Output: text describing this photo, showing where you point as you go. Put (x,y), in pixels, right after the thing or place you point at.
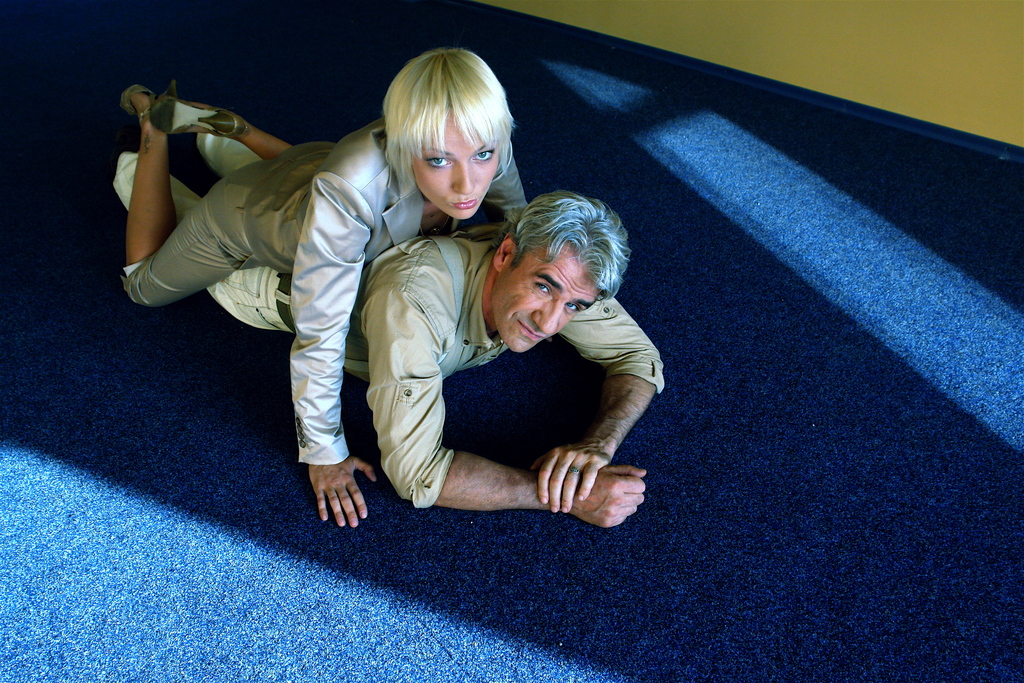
In this image, we can see a man (490,343) lying on the blue surface (590,604) and a woman (277,232) lying on a man (505,267). In the top right corner (859,48), there is a wall (843,53).
